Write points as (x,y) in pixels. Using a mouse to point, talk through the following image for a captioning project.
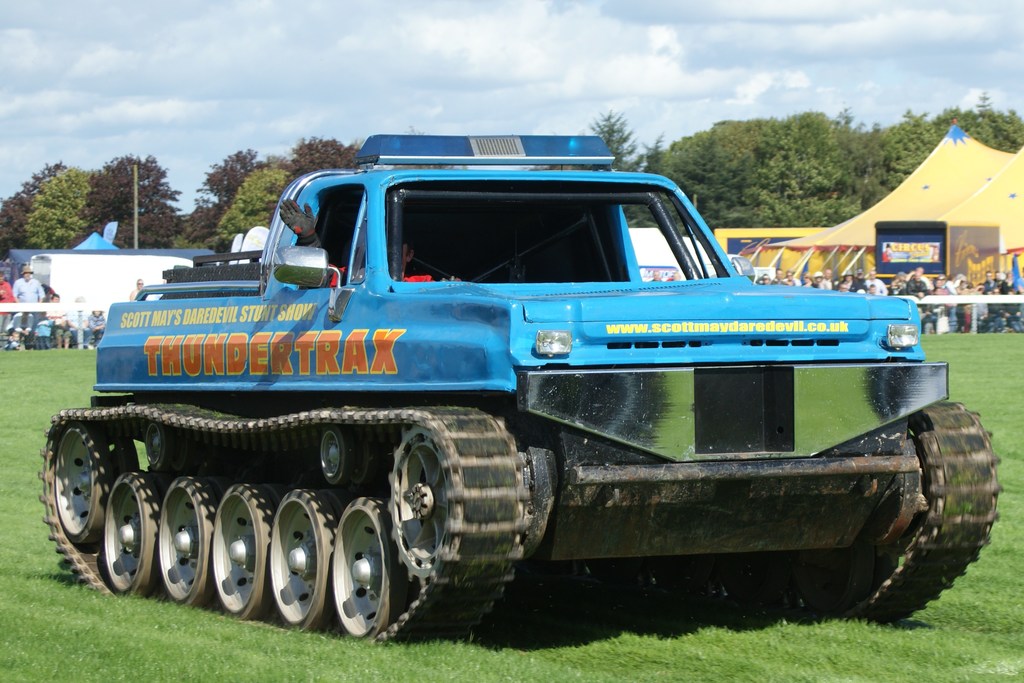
In this image I can see the blue color vehicle (356,459) on the grass (212,620). I can see one person (314,223) is sitting inside the vehicle (309,298). In the background (54,292) I can see many people (51,314) with different color dresses (96,323). I can also see the tents (782,244). I can also see many trees (853,155), clouds (536,119) and the sky (539,44) in the back (608,35).
